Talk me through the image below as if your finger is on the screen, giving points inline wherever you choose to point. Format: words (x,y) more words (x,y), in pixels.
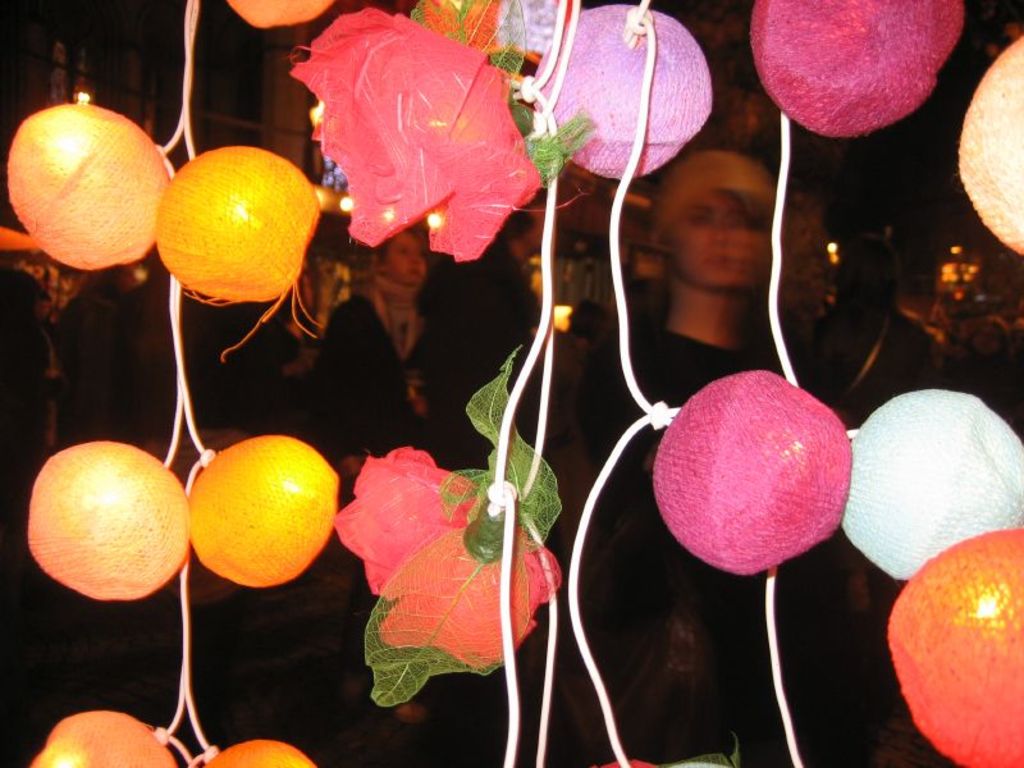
In the image we can see these are the decorative balls (307,495) and flowers (428,537). There are even people (513,328) wearing clothes (459,299), this is a light (86,186).
